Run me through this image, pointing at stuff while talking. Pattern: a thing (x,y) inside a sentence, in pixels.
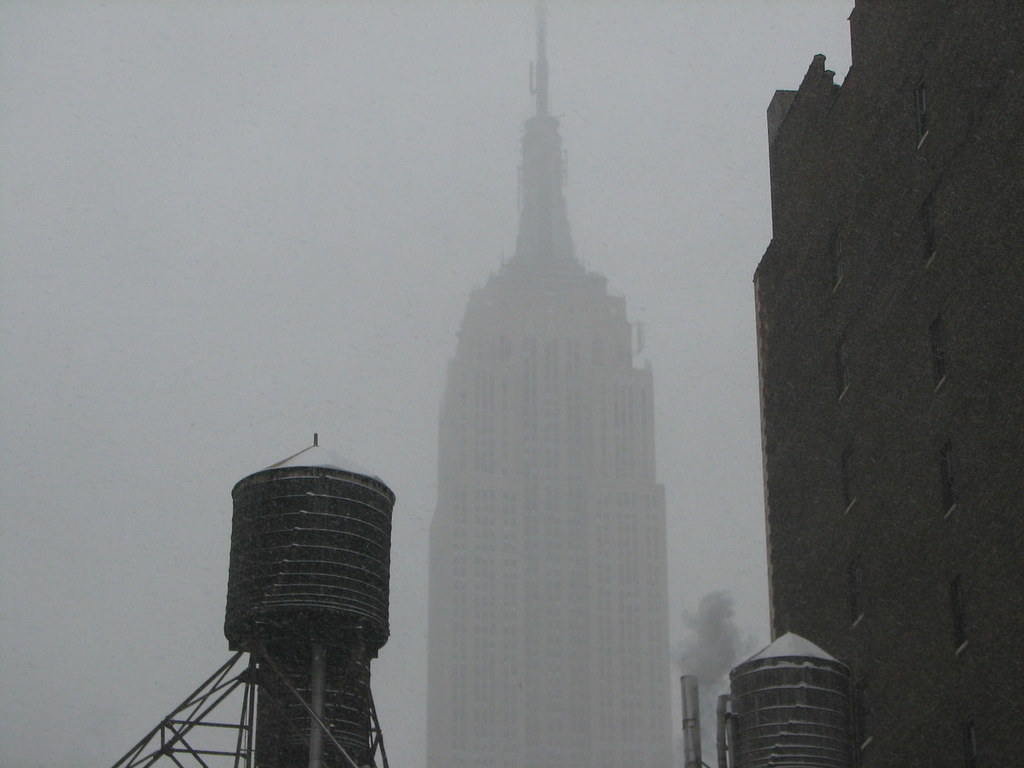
This is a black and white image where we can see some buildings (812,487) and water tankers (307,764).
